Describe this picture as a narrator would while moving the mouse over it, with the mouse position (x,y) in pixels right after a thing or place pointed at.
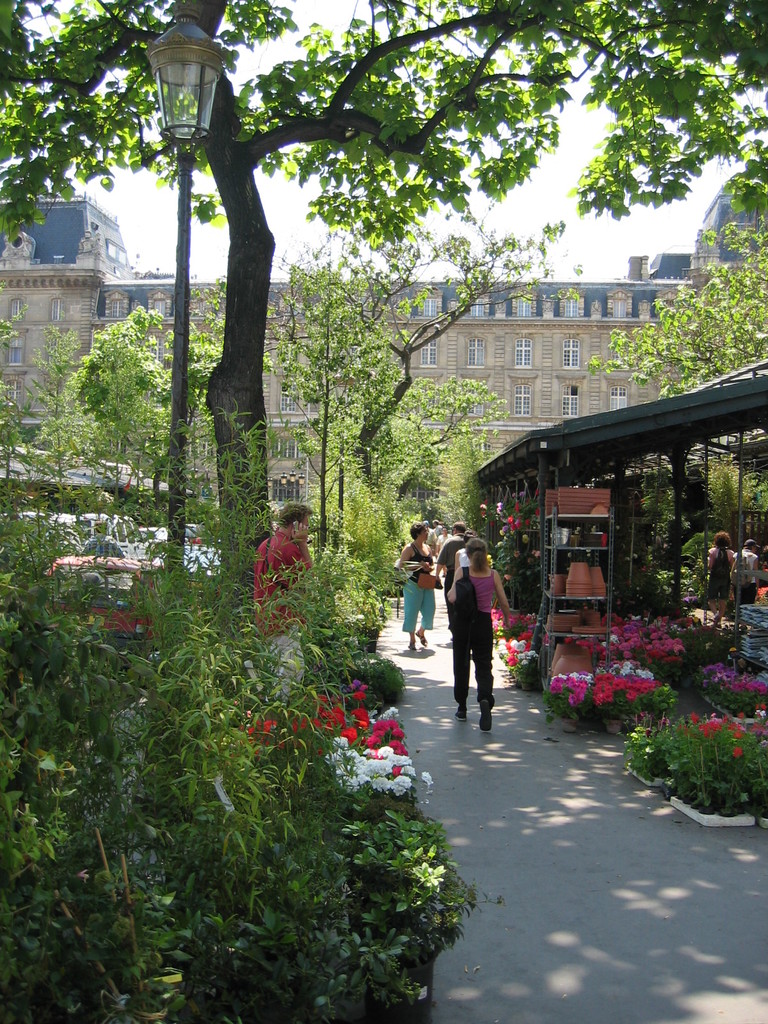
In the background (75,188) we can see the sky (75,188). In this picture we can see a building (52,242), trees (686,330), plants (751,733), pots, flowers (738,730), shed (713,399), pathway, objects (588,617) and people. On the right side of the picture (561,594) we can see pots (571,631) arranged in the racks (554,532).
